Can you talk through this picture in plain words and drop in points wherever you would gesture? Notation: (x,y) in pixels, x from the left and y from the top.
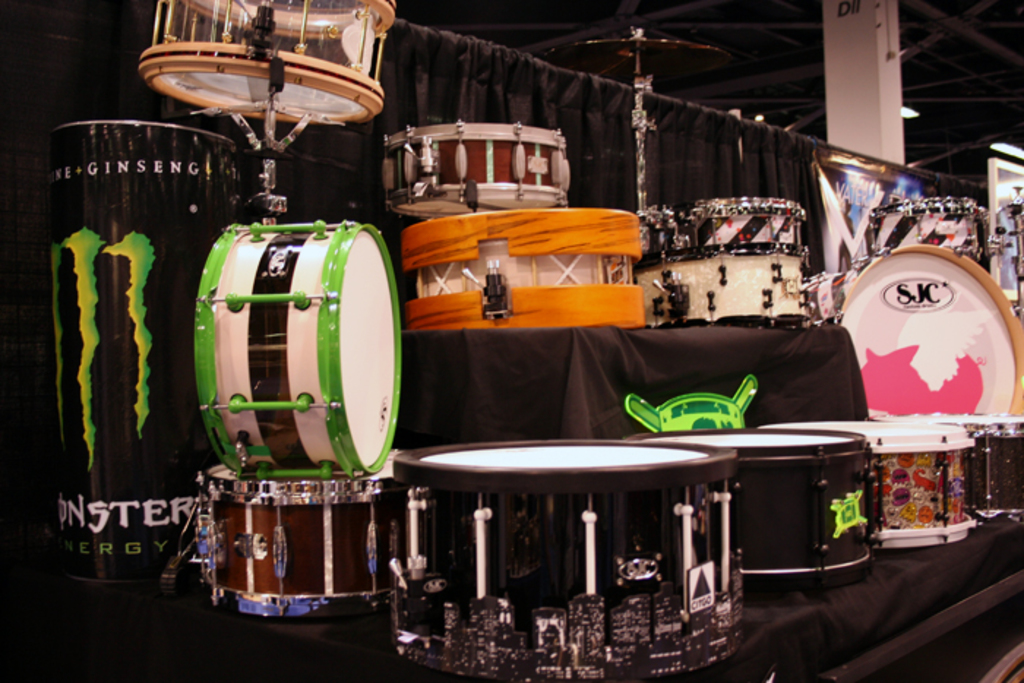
In this image in the center (353,340) there are musical instruments (254,294). in the background (454,115) there is a black colour curtain (687,125) and there is a pillar (871,93) which is white in colour.
